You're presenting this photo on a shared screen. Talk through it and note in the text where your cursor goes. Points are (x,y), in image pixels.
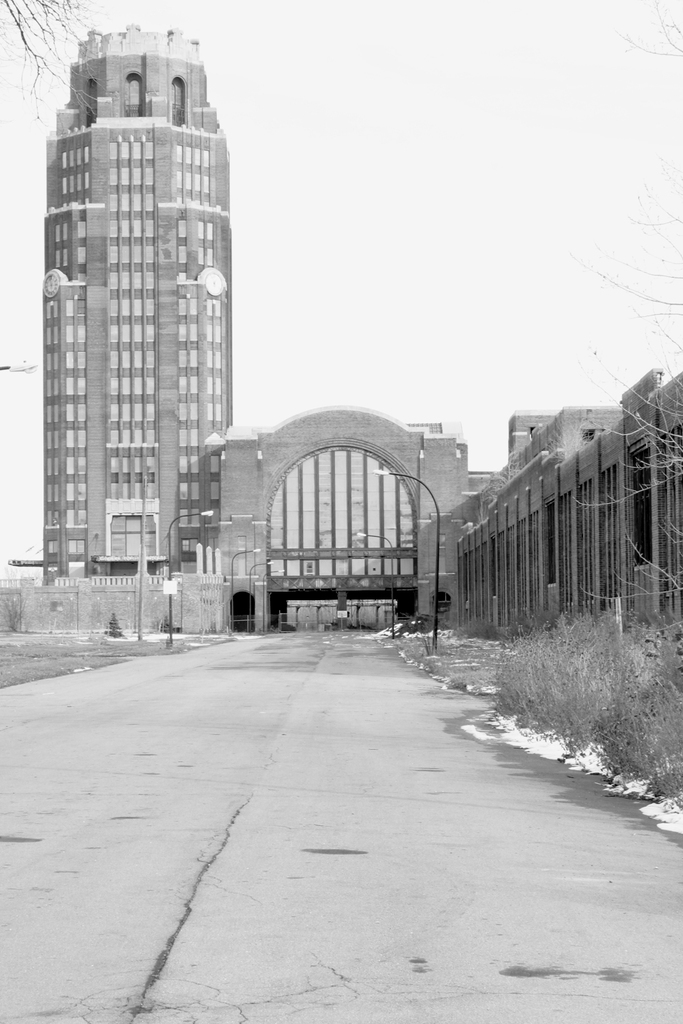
This is a black and white image. There are plants (651,766) at the right (679,743) and buildings (252,478) at the back (354,579).
